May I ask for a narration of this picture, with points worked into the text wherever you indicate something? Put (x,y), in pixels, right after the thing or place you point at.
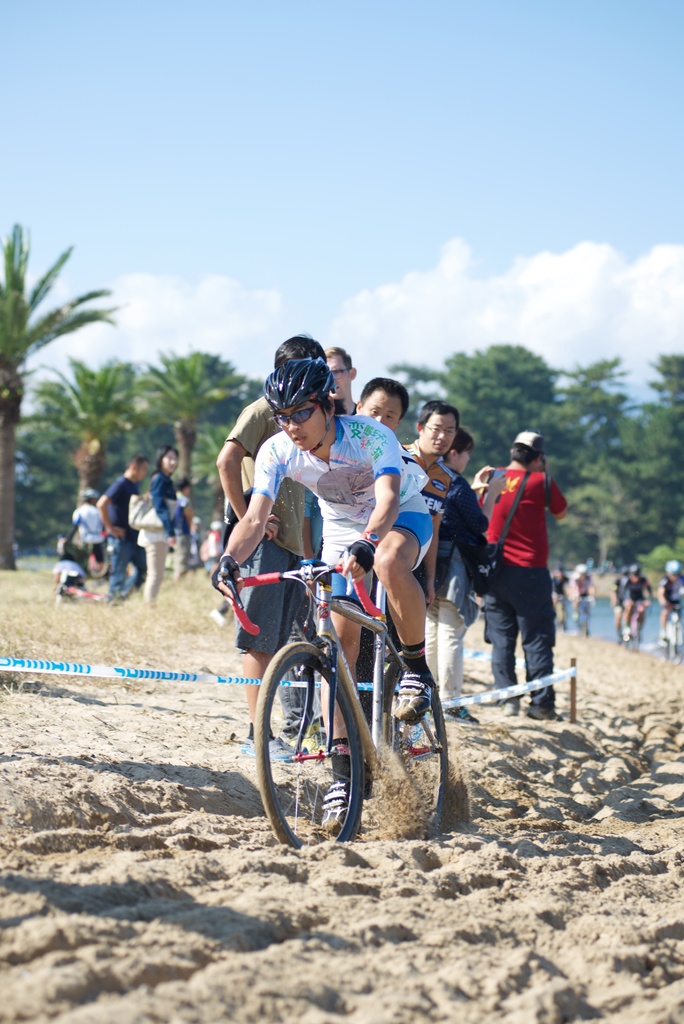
This picture describes about group of people (177,514), few are riding bicycles (338,664) in the sand (252,830), and couple of people (126,538) are watching, in the background (49,420) we can see couple of trees (14,407), water (648,643) and clouds (497,323).
